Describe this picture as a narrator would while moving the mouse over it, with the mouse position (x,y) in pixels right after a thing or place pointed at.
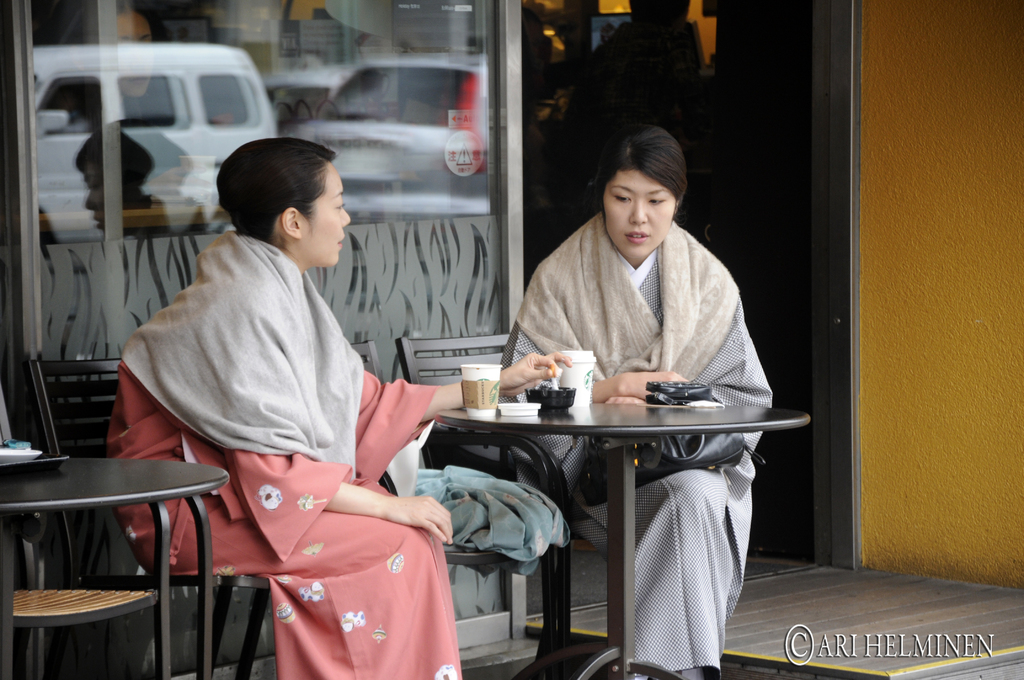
In this picture, there are two women (314,297) who are sitting on a chair (107,406). There is a table (626,432). On the table (548,422), there is a cup (476,387) and a bowl (558,395). There are reflections (208,69) of the car (238,61) on the mirror (267,33).
